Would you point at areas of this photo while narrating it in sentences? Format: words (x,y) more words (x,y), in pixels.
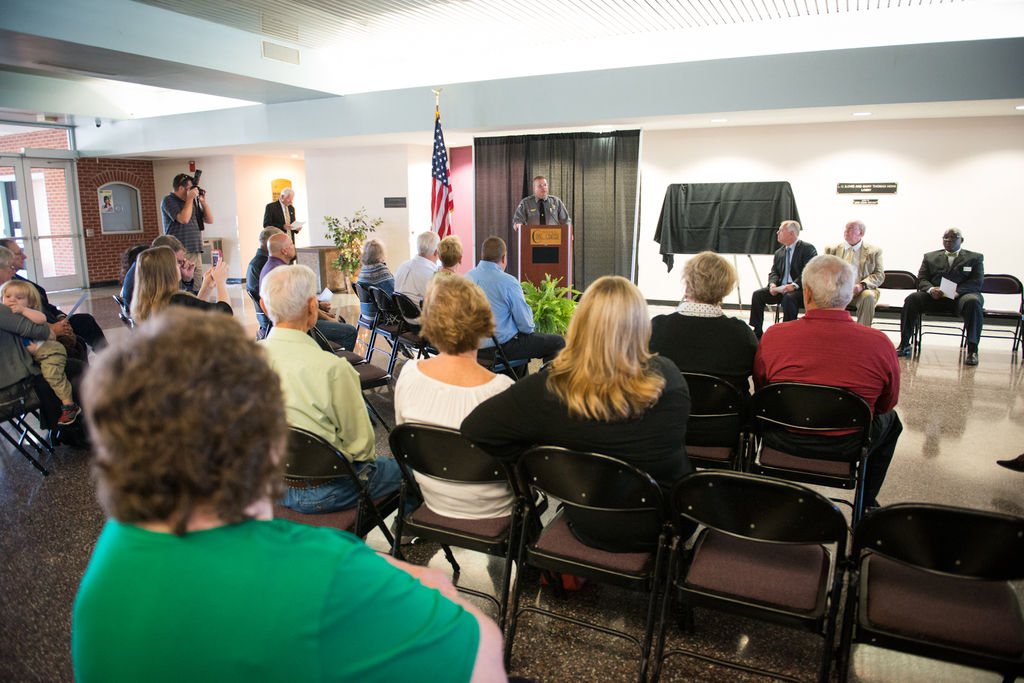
In this image we can see this people (617,430) are sitting on the chairs (558,454). We can see this man (545,212) is standing at the podium (559,278) and there are flag (446,191), curtains (504,177) and glass door (52,235) in the background (12,208).
